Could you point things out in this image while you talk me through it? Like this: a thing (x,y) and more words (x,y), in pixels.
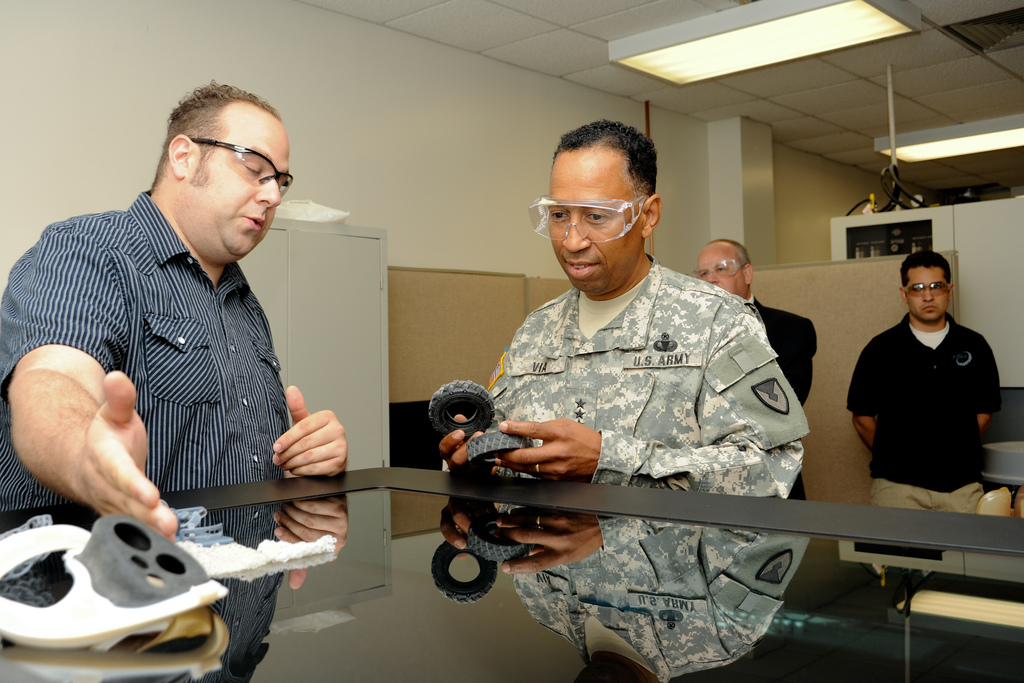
In this image I can see there are two people (568,330) standing at the table (438,540), the person (610,383) at the right side (774,417) is holding few objects (479,447) and is wearing an army uniform (642,406). There are two other persons (792,321) standing in the background (782,338) and there are lights (750,18) attached to the ceiling (458,36).
